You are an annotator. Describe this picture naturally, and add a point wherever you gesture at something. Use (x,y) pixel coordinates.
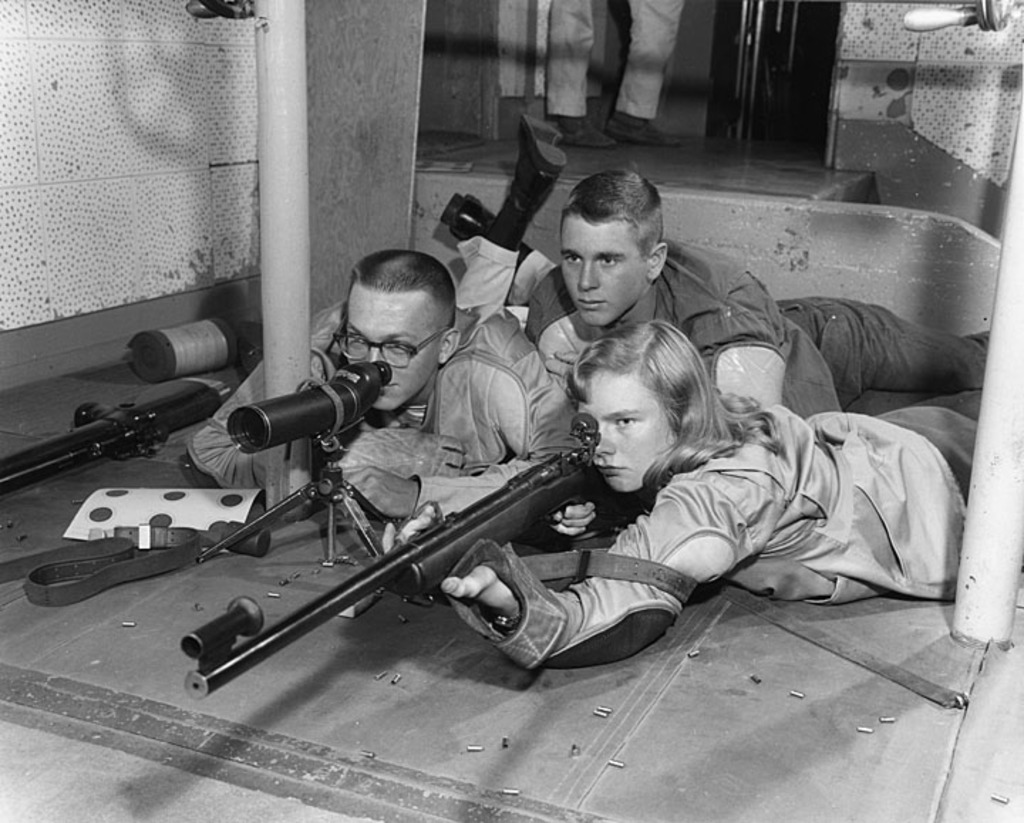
This is a black and white picture. I can see three persons (586,517) lying, there is a person (473,564) holding a rifle (478,514), there is a telescope (383,383) with a stand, there are some objects (156,536), and in the background (558,85) there are legs (631,55) of a person (631,55).
